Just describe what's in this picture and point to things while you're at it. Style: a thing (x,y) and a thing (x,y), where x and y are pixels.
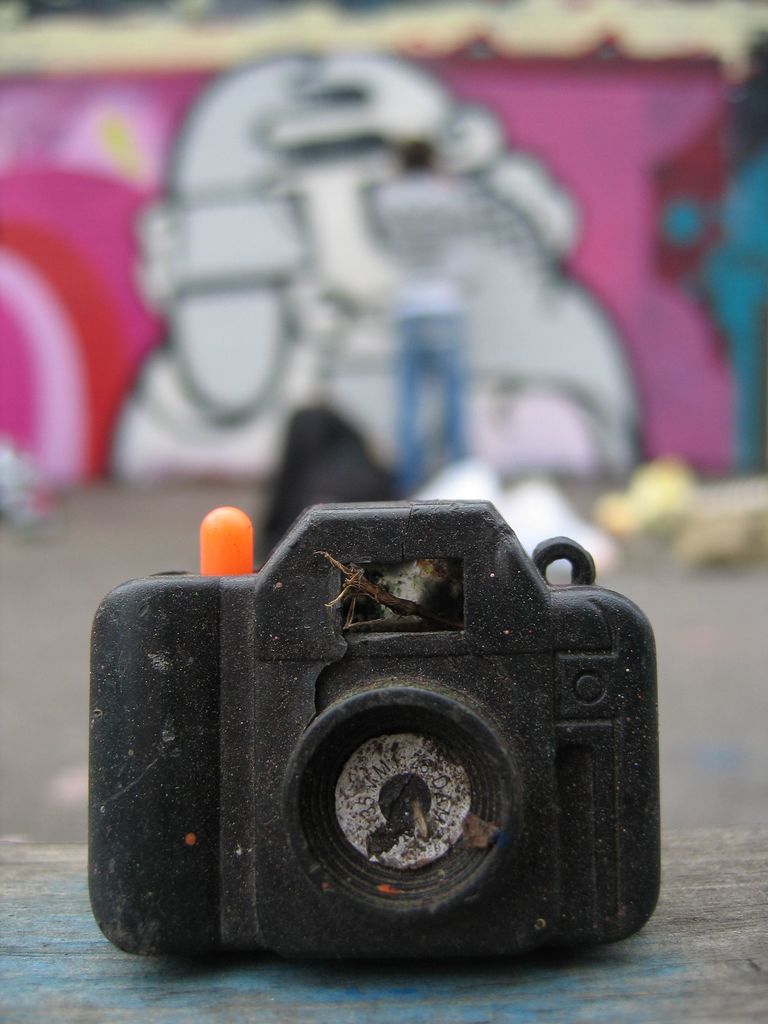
In this image in the foreground (343,834) there is a camera (378,633), and in the background (408,229) there is one person (417,270), wall (165,243) and on the wall (171,215) there is graffiti (194,341). At the bottom (719,684) there is walkway (716,671).
